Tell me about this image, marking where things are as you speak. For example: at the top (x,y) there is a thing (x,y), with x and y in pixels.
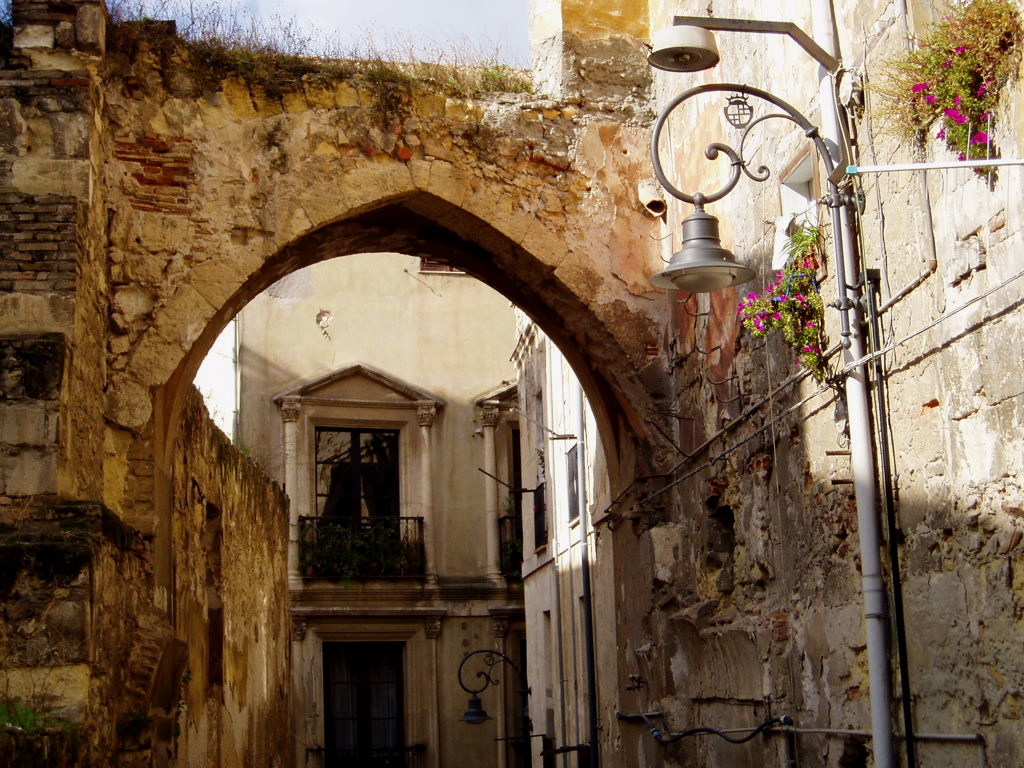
In this image we can see an arch (197,344), building (339,601), railings (384,576), plants (335,560), street poles (858,278), street lights (482,714) and creeper plants (938,117).
